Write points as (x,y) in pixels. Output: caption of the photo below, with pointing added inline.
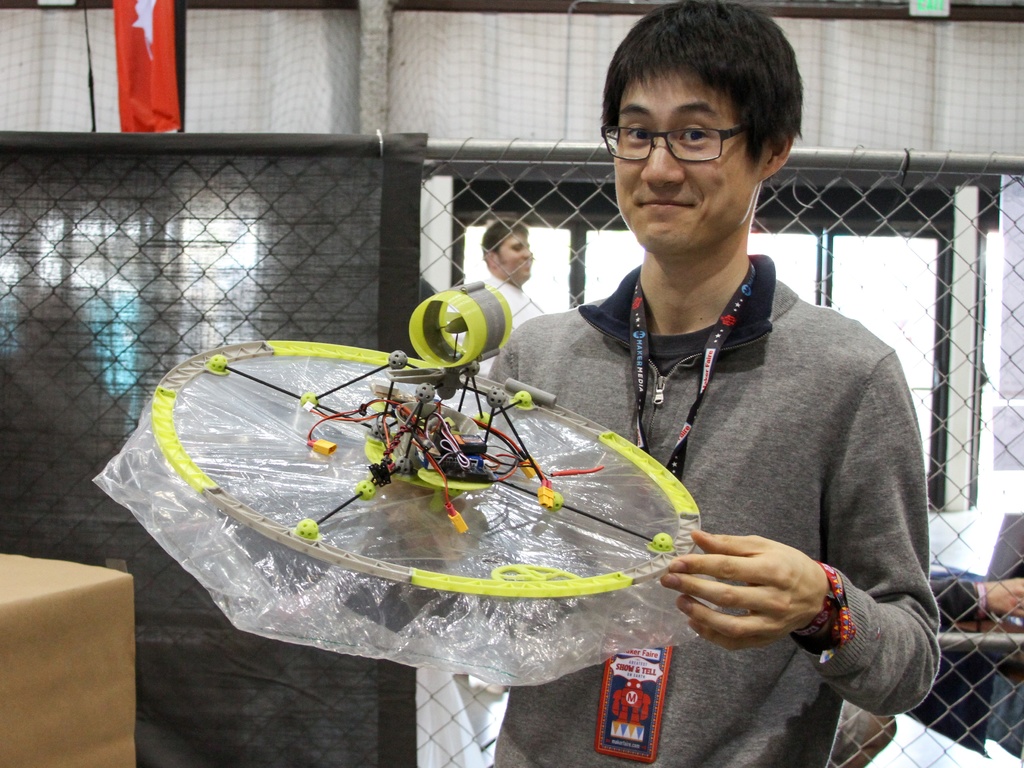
In this image I can see the person (676,333) holding the yellow and ash color object (448,483). I can see the person (784,442) wearing the black and ash color dress (755,415) and also the identification card (680,455). In the background (534,264) I can see the net (585,269) and few people (515,261). I can see the brown color object (86,675) to the left (66,665).
